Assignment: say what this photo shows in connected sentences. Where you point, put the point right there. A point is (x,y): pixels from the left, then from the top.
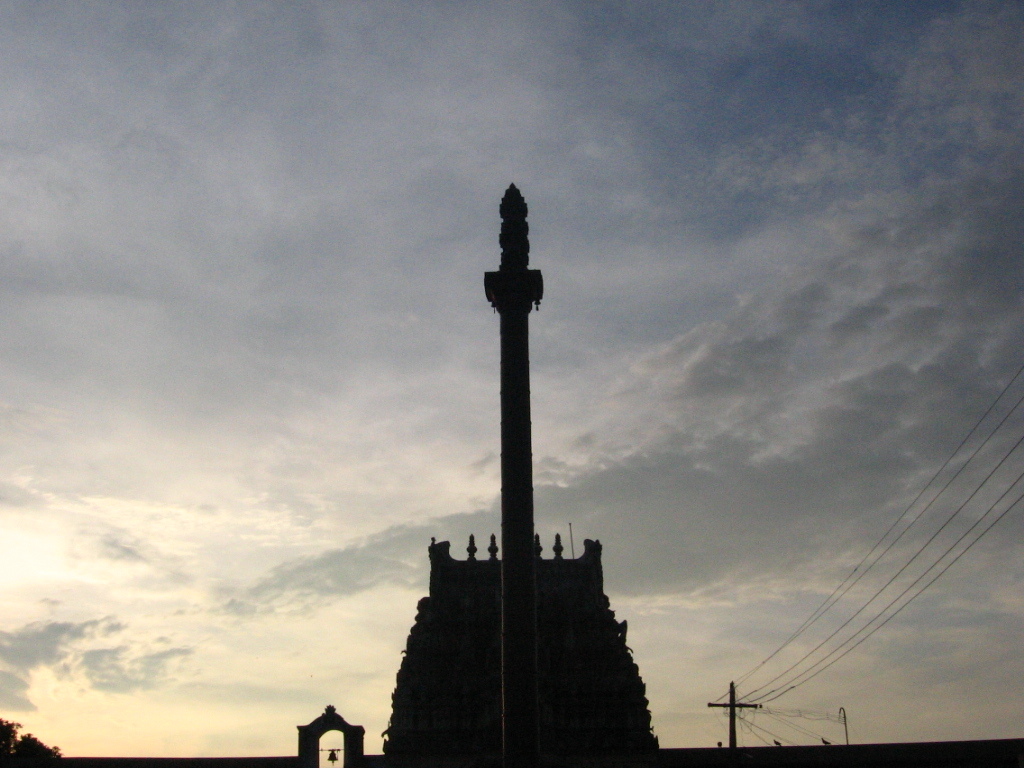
In this picture I can see there is a temple (480,607), a pole (524,591), there is a wall (719,759), there is a tree (27,740) at the left side (5,751), there is an electric pole (731,743) on right side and there are a few birds (779,741) on the wall (741,751) at the right side (826,741). The sky (642,229) is cloudy.
